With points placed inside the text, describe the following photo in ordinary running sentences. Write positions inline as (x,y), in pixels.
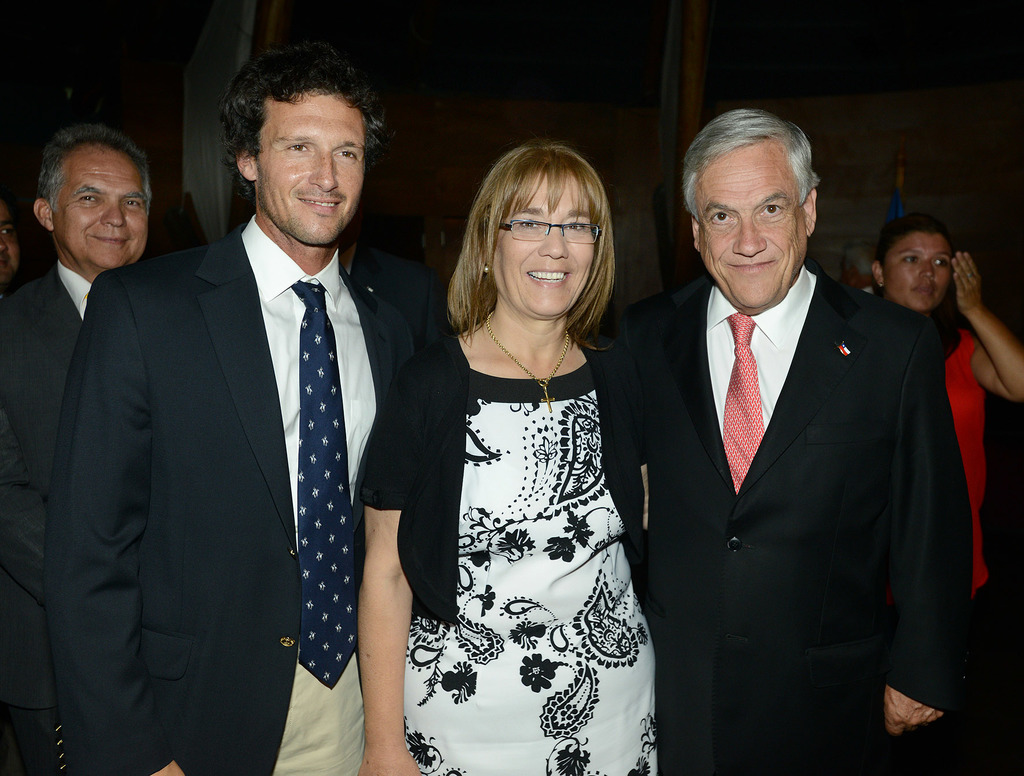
In this picture there are group of people (361,480) standing and smiling. At the back (834,220) there's a wall (400,175).
